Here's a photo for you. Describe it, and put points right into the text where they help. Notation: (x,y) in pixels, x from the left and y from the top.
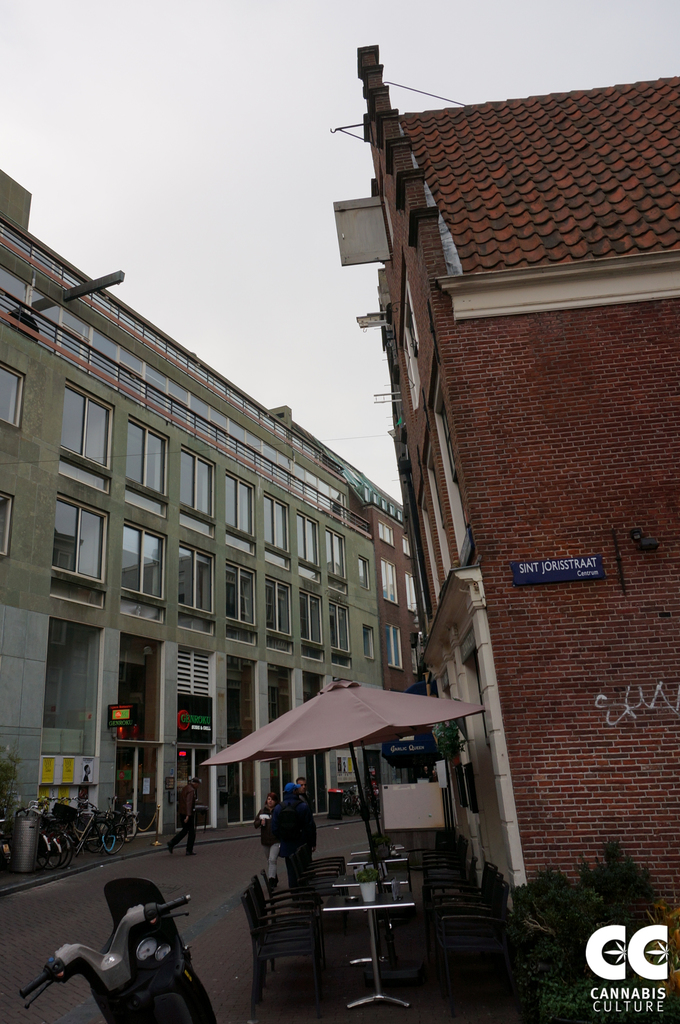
In this image we can see few buildings (332,756) and there are few people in the street (82,920) and we can see some bicycles (117,813) and a bike (163,927). There are few plants (551,993) and we can see some chairs (464,924) and tables (330,910) under the umbrella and at the top (294,65) we can see the sky (330,38).
